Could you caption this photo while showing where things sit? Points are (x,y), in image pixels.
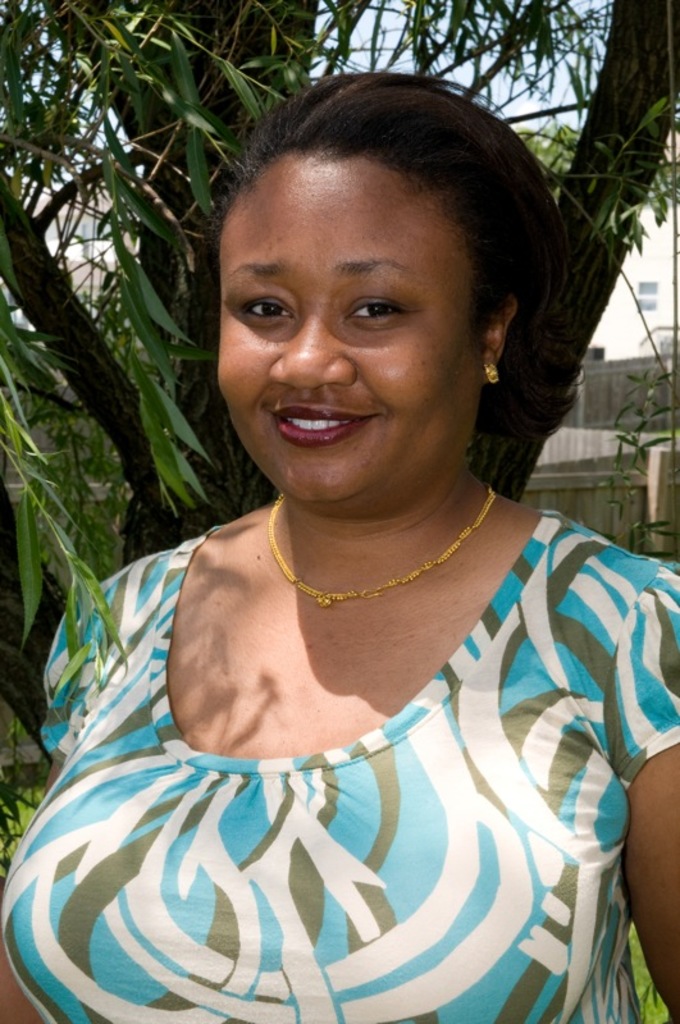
In this picture we see a woman (269,519) wearing a blue t-shirt (256,983) and a gold chain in front of a tree (80,453) and smiling at someone.
